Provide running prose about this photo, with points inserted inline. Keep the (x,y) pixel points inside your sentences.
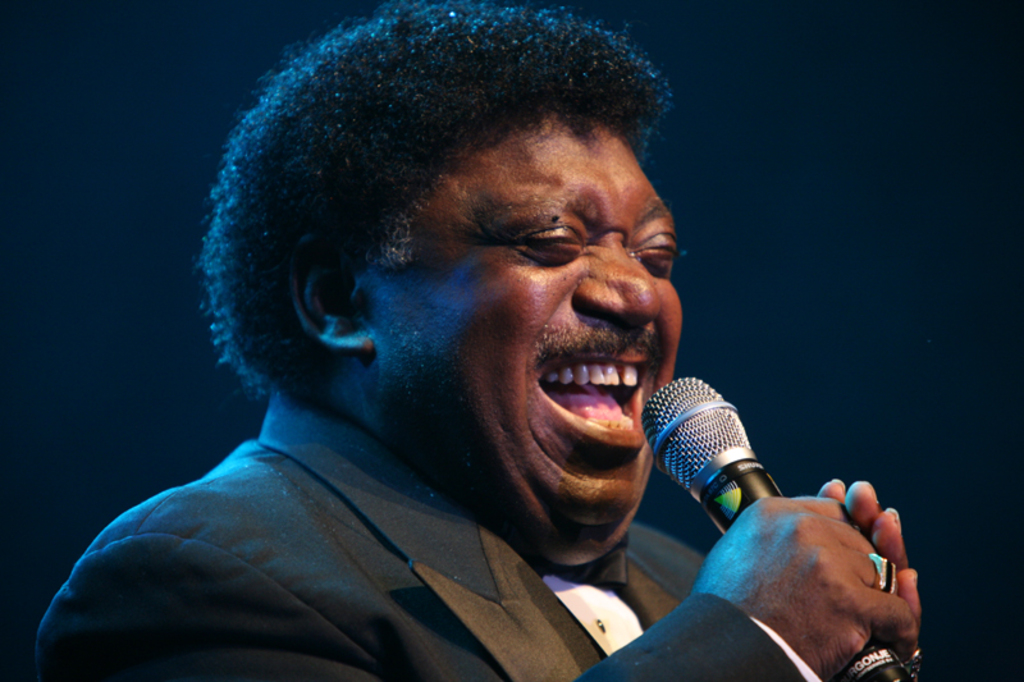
In this image i can see a man (772,529) singing in front of a microphone (749,455).
